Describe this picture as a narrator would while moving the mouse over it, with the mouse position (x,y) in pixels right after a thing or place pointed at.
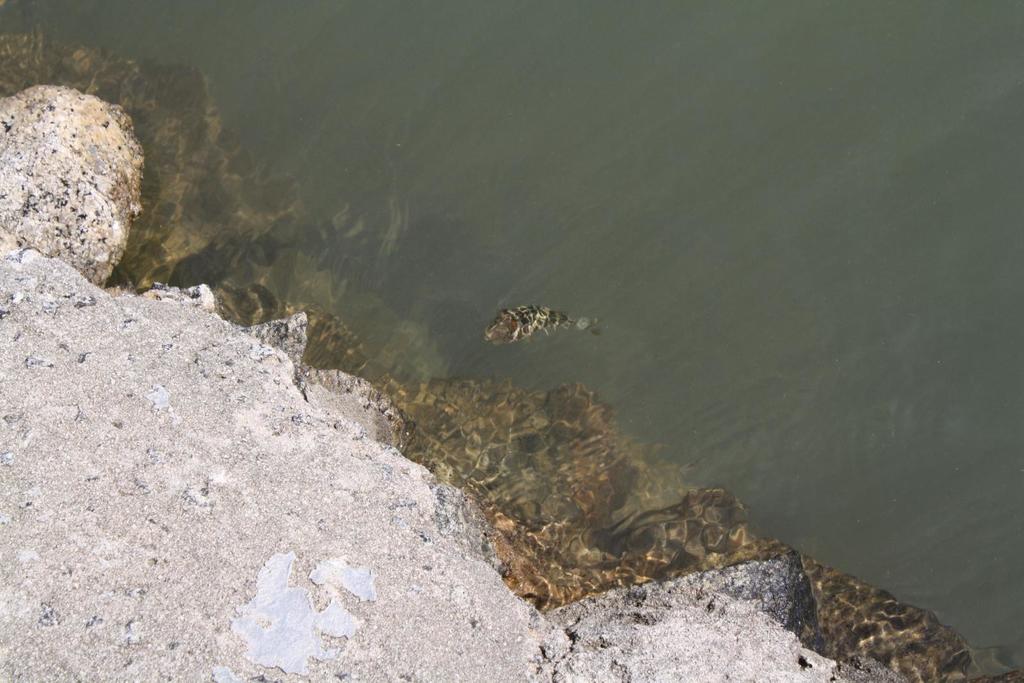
In front of the image there are rocks (455,491). In front of the rocks (251,361) there is a fish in the water (523,269).
